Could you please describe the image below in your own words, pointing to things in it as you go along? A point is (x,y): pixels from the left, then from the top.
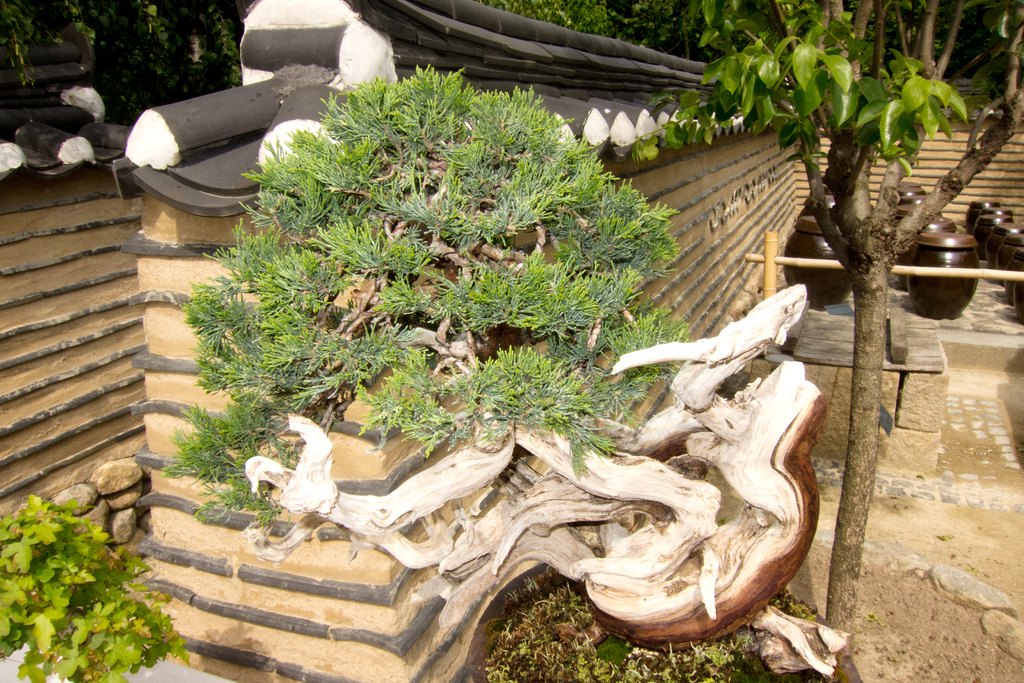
In this picture we can see a few plants (231,330) in front of the wall (9,345). There are some pots (934,309) on the right side (920,290). We can see a tree (876,430) on the right side (867,441).
